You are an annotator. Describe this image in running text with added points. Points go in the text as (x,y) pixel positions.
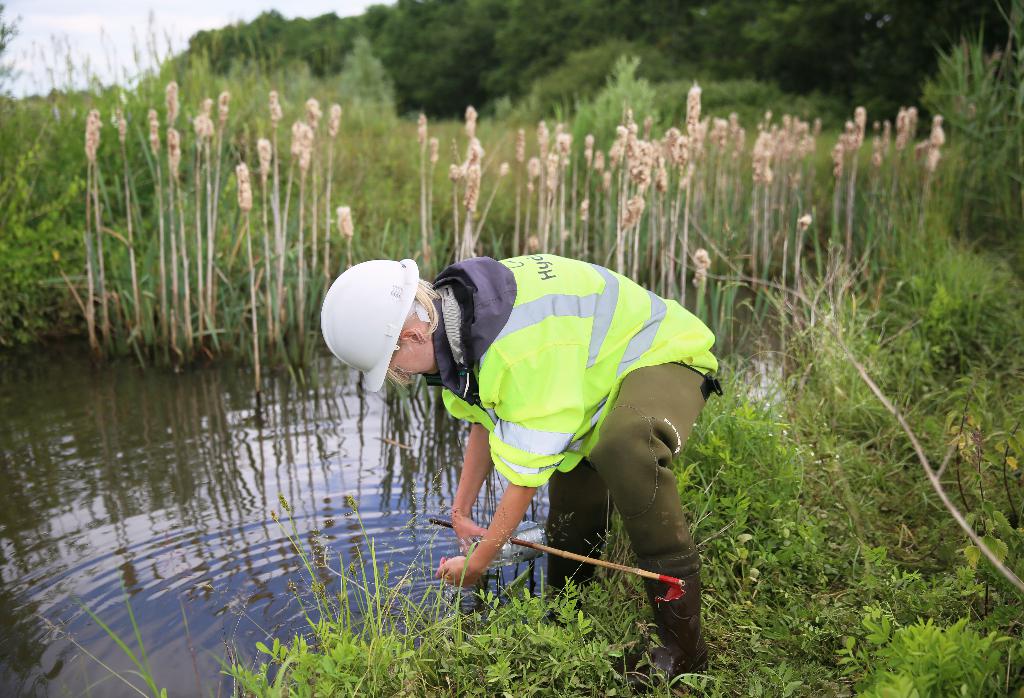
In this image, in the middle (491,330), we can see a person (613,308) standing on the grass (760,696) and holding a stick (576,558) in one hand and bottle (493,566) in other hands (481,561). In the background (138,152), we can see some plants (74,144), trees (766,41). At the top (55,20), we can see a sky (65,30) which is a bit cloudy, at the bottom (824,487), we can see some plants (876,620), grass (339,603) and a water (277,480).
